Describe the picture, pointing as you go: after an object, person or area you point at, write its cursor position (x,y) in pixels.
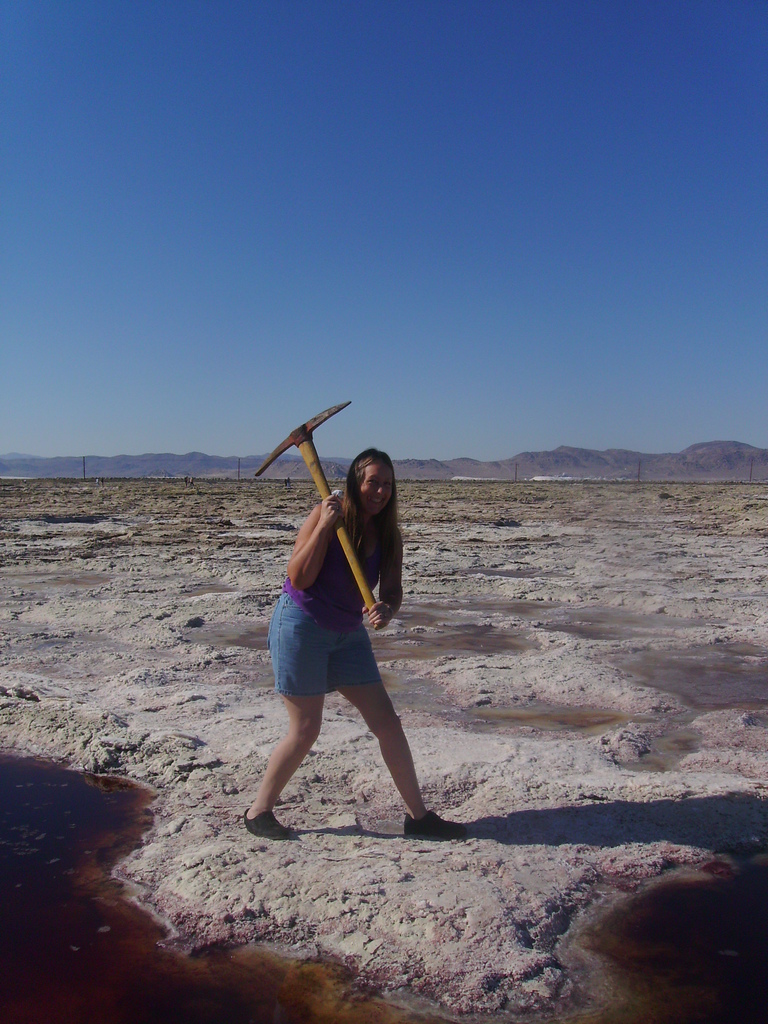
In this picture I can see a woman (296,665) holding a digging instrument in her hands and I can see water (14,977) and a hill (610,455) and I can see a blue sky (441,323).
